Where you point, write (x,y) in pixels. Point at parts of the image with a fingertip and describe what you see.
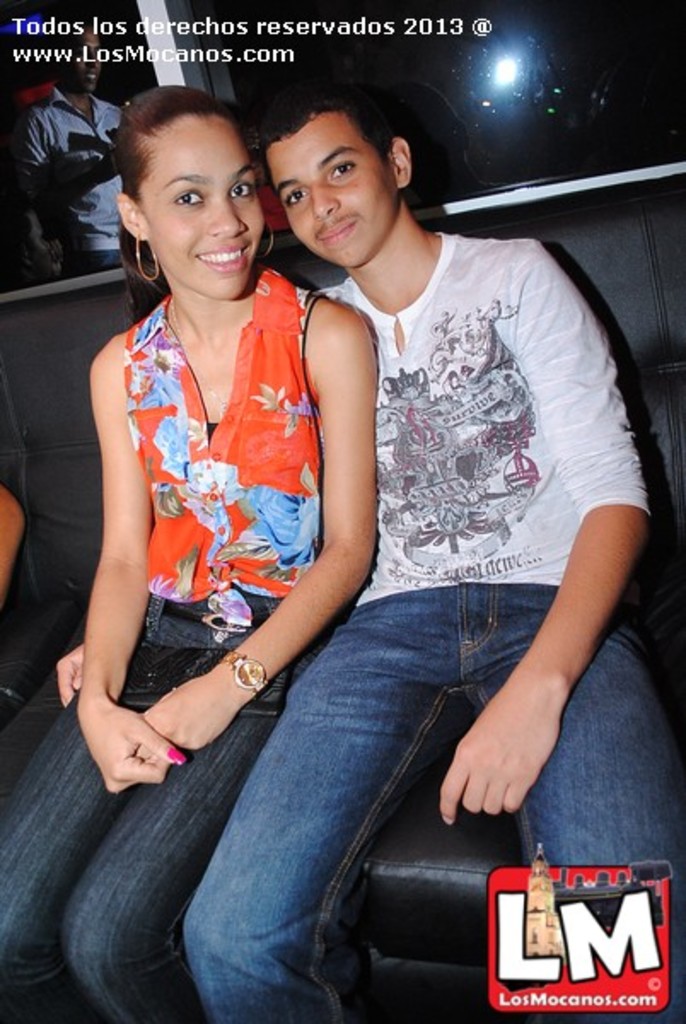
In this image we can see a man (405,232) and a woman (360,494) sitting on the sofa (537,223) and smiling. In the background (96,145) we can see a man (82,56) standing. We can also see the glass window (593,131), light (514,56) and also the text (255,22). At the bottom (594,903) there is logo (590,933).
